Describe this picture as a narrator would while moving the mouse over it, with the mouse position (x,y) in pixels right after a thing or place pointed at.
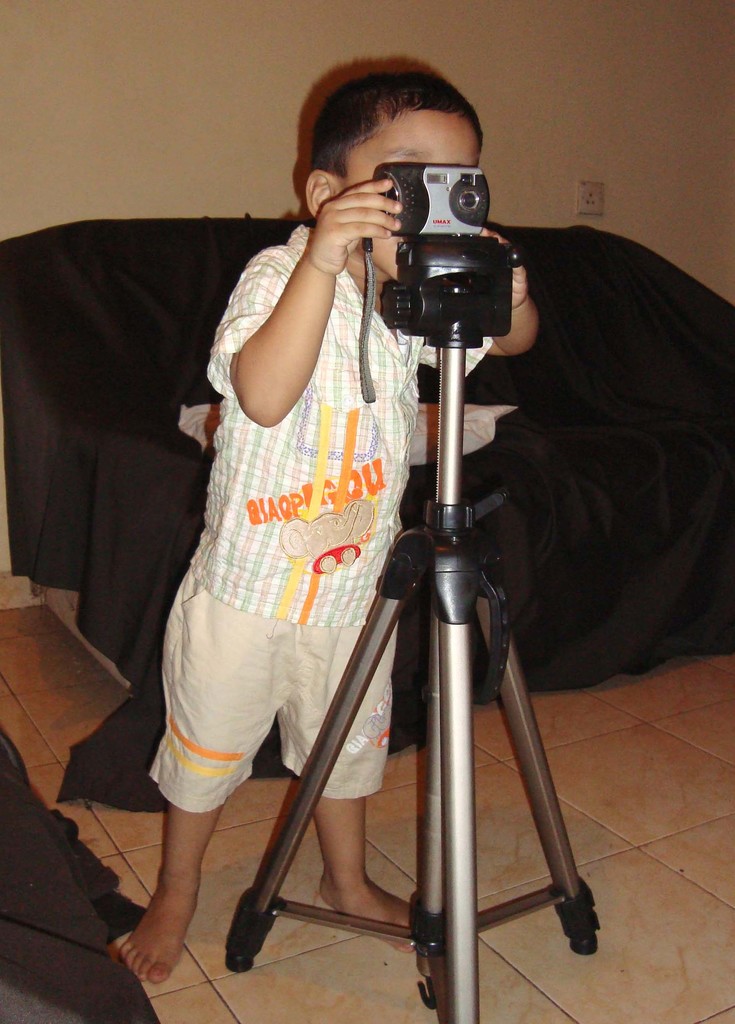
In the center of the image (378,466) a boy (378,466) is standing and holding a camera stand (429,282). In the background of the image (126,373) we can see couch (175,457), clothes (585,420), socket (587,207), wall (147,175) are there. At the bottom of the image (688,924) floor (704,881) is present.
